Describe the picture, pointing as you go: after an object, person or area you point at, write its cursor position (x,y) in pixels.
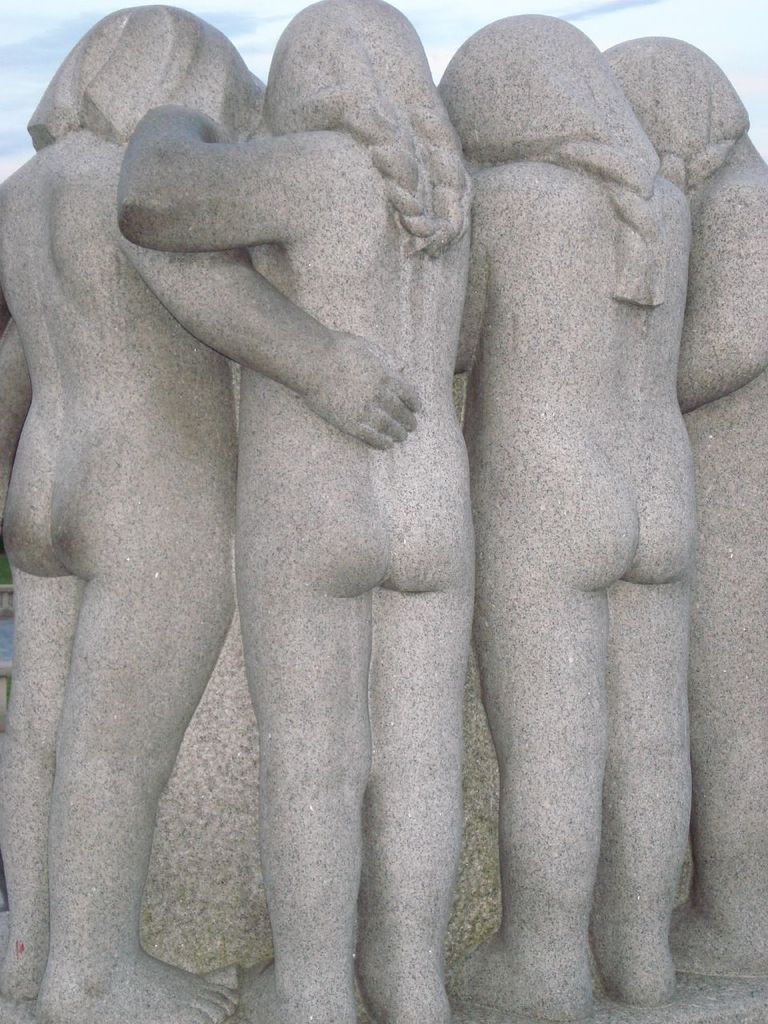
In this picture we can see few statues (494,379).
